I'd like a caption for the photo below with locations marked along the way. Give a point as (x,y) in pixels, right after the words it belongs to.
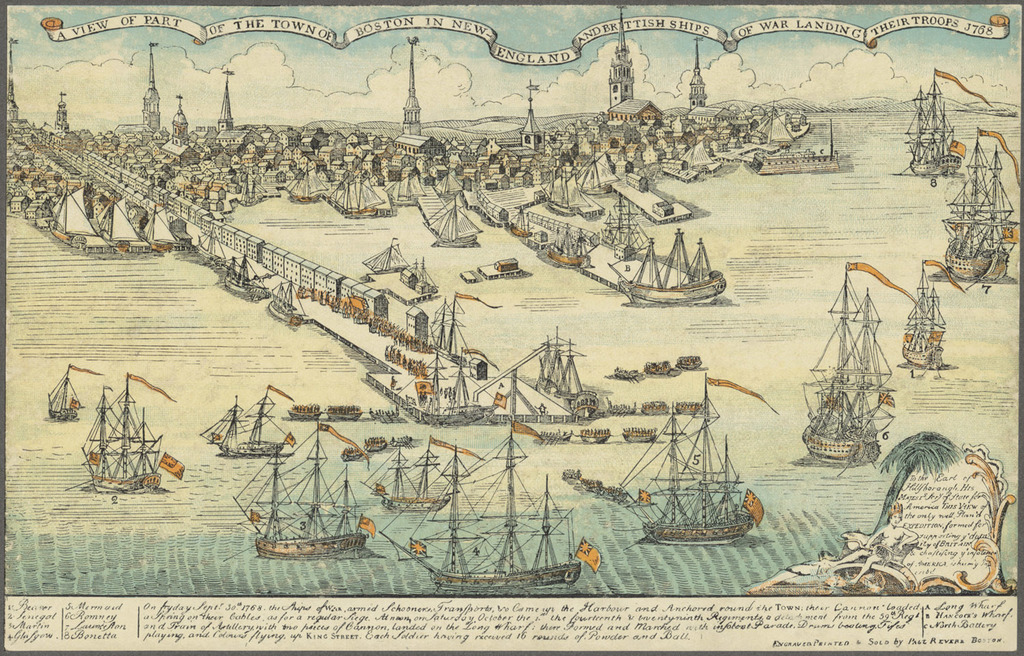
I see that this is an depiction image and I see number of boats (310,490) and I see number of houses (552,159) and I see words (506,604) written and I see a person (902,536) over here and I see flags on the boats (272,399).
